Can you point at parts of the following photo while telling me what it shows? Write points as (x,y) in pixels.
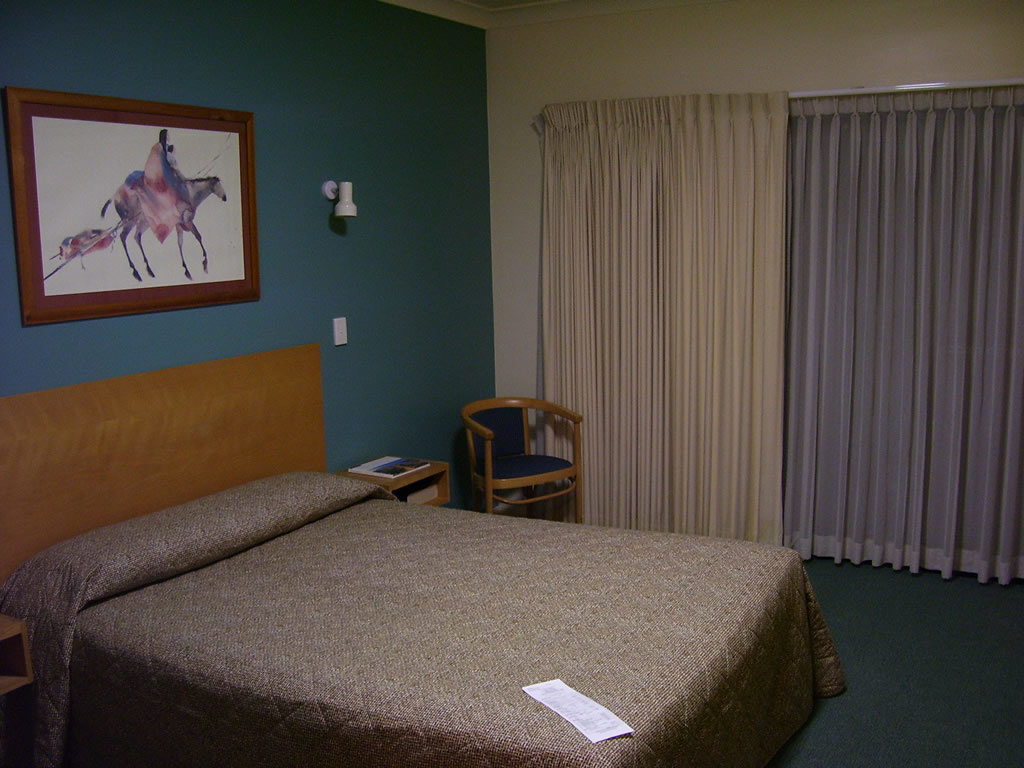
In this image we can see the inner view of a room (578,213). In the room (772,301) there are cot (390,571) with quilt (447,623) on it, chair (535,464), side table (426,487), switch board (341,335), electric light (347,198), wall hanging (228,185) attached to the wall (400,104) and curtains (694,170).
